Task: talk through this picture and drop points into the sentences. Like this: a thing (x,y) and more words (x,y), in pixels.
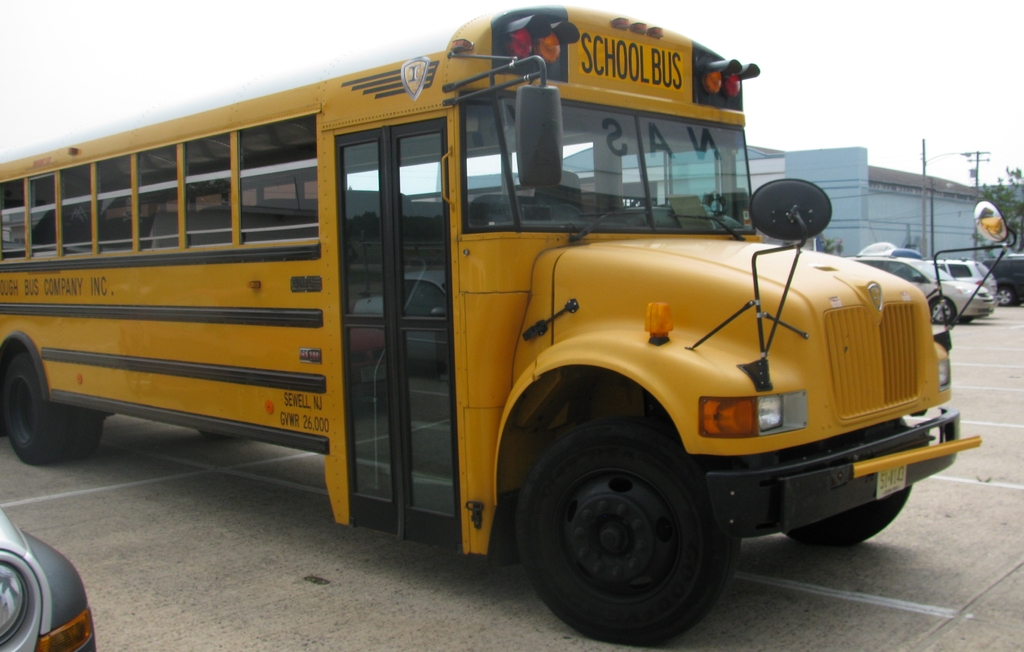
In the center of the image (507,346) we can see vehicles (496,416) on the road (347,550). In the background (844,165) there is a building (877,197), poles (923,149) and sky (892,66).
